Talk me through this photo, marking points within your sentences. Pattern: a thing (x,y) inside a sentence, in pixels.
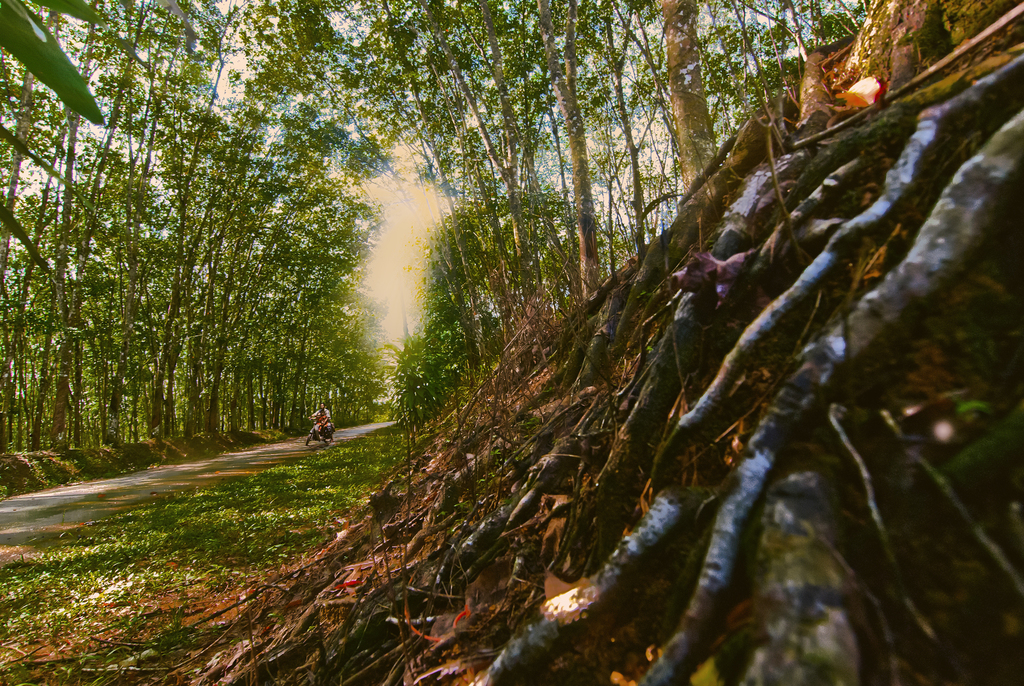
In this image we can see a person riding a motorcycle (314,435) on the ground (287,450). In the background (236,349) we can see group of trees (290,291) and sky (384,287).
